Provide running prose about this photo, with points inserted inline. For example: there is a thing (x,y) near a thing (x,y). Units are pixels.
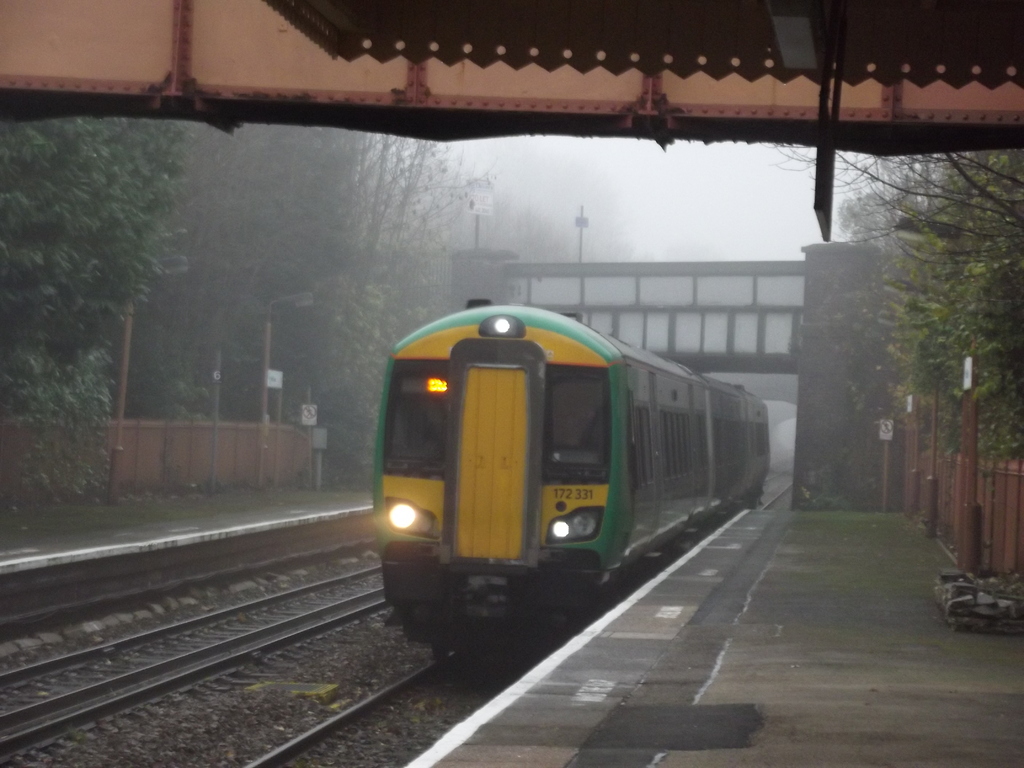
The image is taken in a railway station (710,754). In the foreground (236,634) there are railway tracks (203,676), stones (264,660) and platform (599,635). In the center of the picture (409,441) there is a train (517,318) and bridge (555,295). On the left (306,162) there are trees (172,404), poles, wall (148,468) and platform (171,506). On the right (991,342) there are trees (975,285), railing (942,455), wall (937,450), boards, pole (970,548) and platform (899,524). At the top (648,52) there is roof like object (542,60). In the center of the background (724,200) it is fog (640,218).
